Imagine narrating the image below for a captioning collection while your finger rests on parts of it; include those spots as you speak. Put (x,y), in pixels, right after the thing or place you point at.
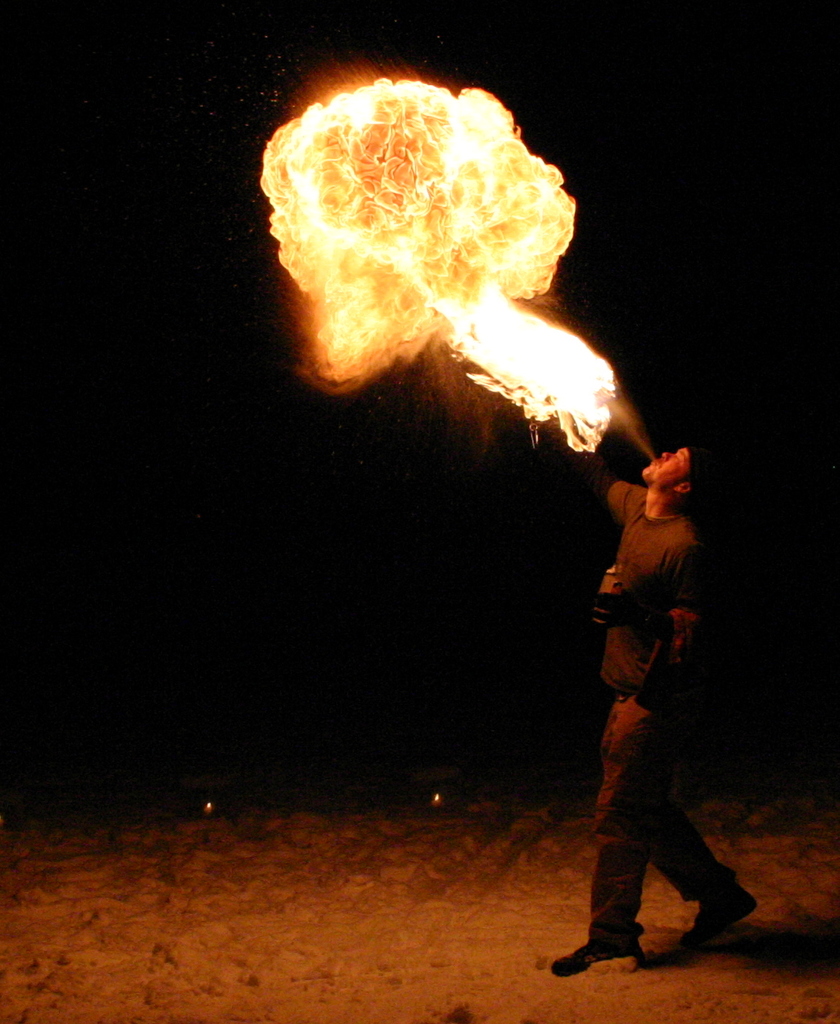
In this picture I can see a man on the right side (614,795), he is blowing the fire (308,228).
